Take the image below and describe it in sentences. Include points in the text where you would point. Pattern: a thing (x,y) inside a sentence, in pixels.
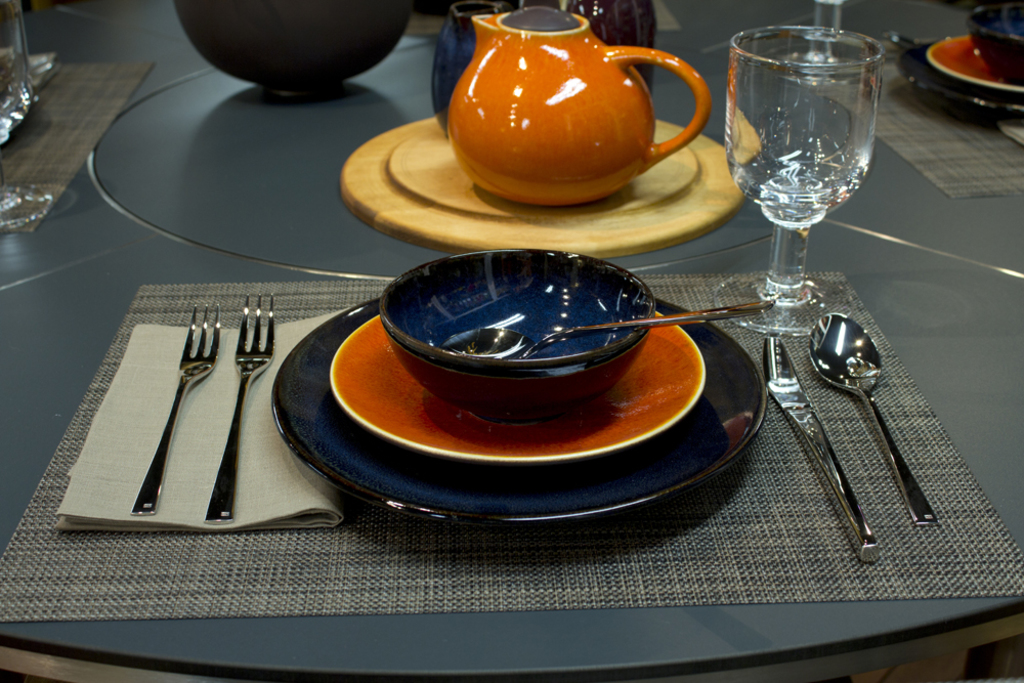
In this picture we can see table (142,212) and on table (998,349) we have forks (242,313), knife (864,529), spoon (835,340), plate (566,501), bowl (508,358), teapot (535,148), glass (792,42).
